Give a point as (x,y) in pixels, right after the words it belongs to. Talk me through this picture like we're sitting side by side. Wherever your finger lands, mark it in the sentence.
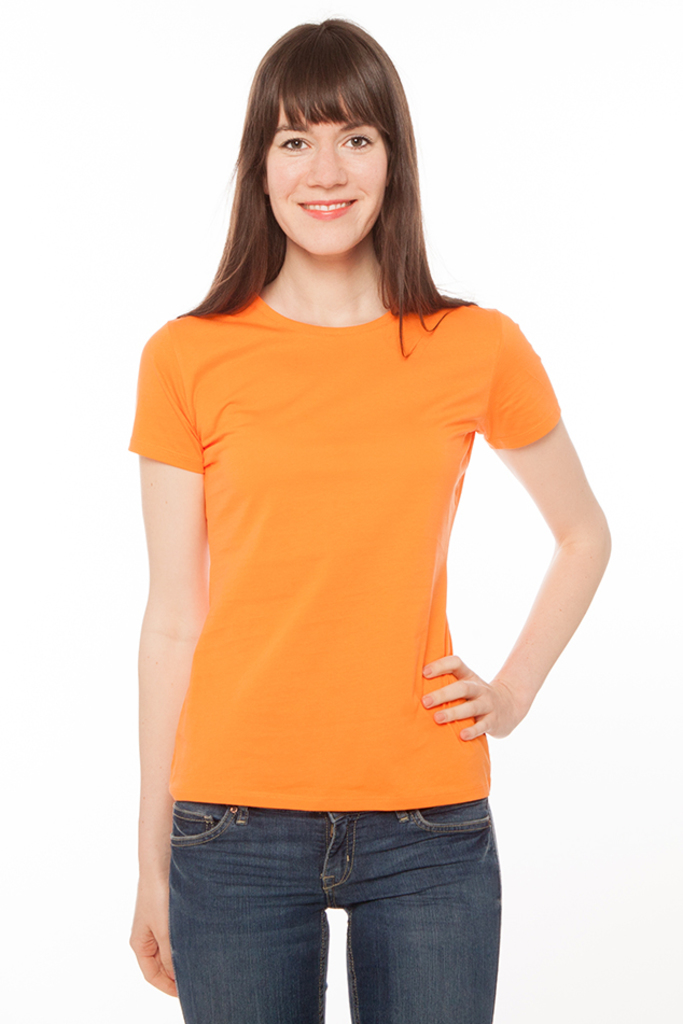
In this image I can see the person (343,711) with the blue and an orange color dress (286,581). I can see the white background (588,814).
